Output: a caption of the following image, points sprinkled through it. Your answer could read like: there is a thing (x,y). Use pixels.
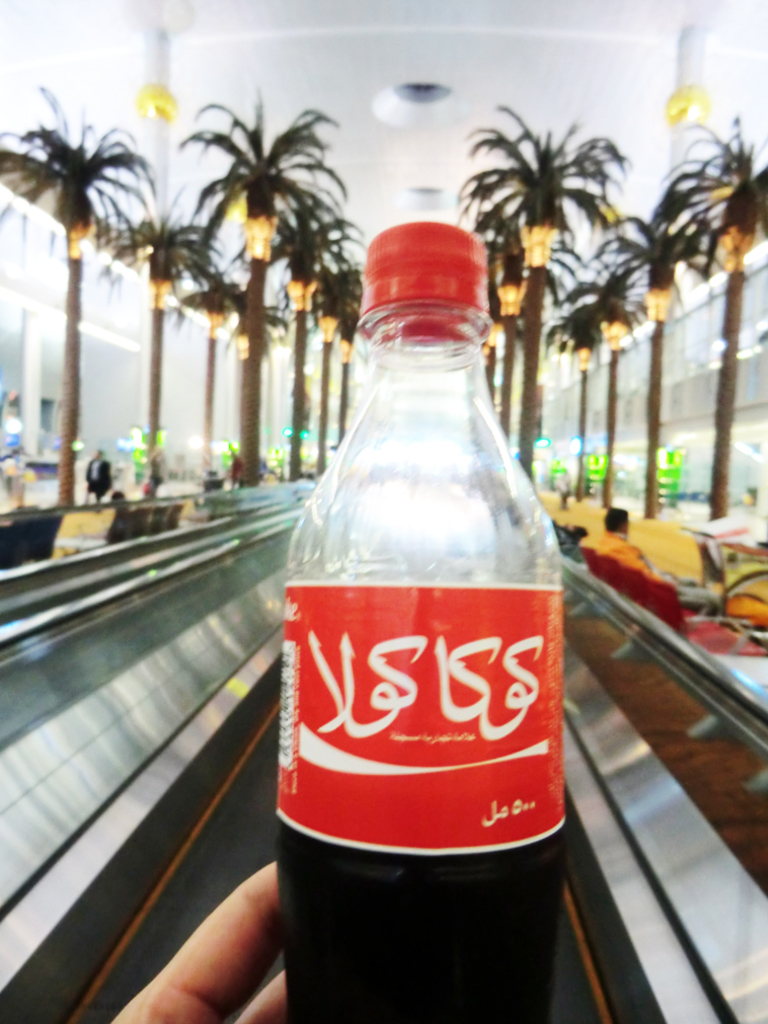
There is a bottle (308,778) holding with hand (236,997). On the background (266,222) we can see trees (702,214), light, wall (24,359).
